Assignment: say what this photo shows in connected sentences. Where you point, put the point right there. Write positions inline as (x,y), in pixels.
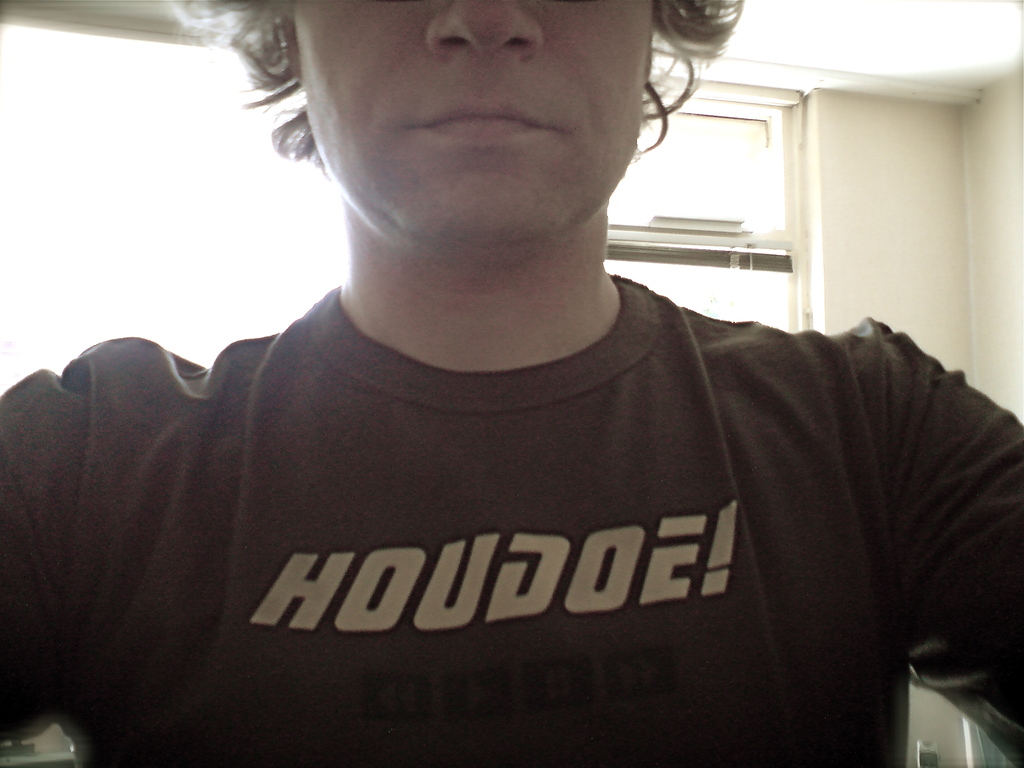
In this picture I can see a person (454,280), and in the background (653,199) there is a window (786,182) and a wall (913,136).
